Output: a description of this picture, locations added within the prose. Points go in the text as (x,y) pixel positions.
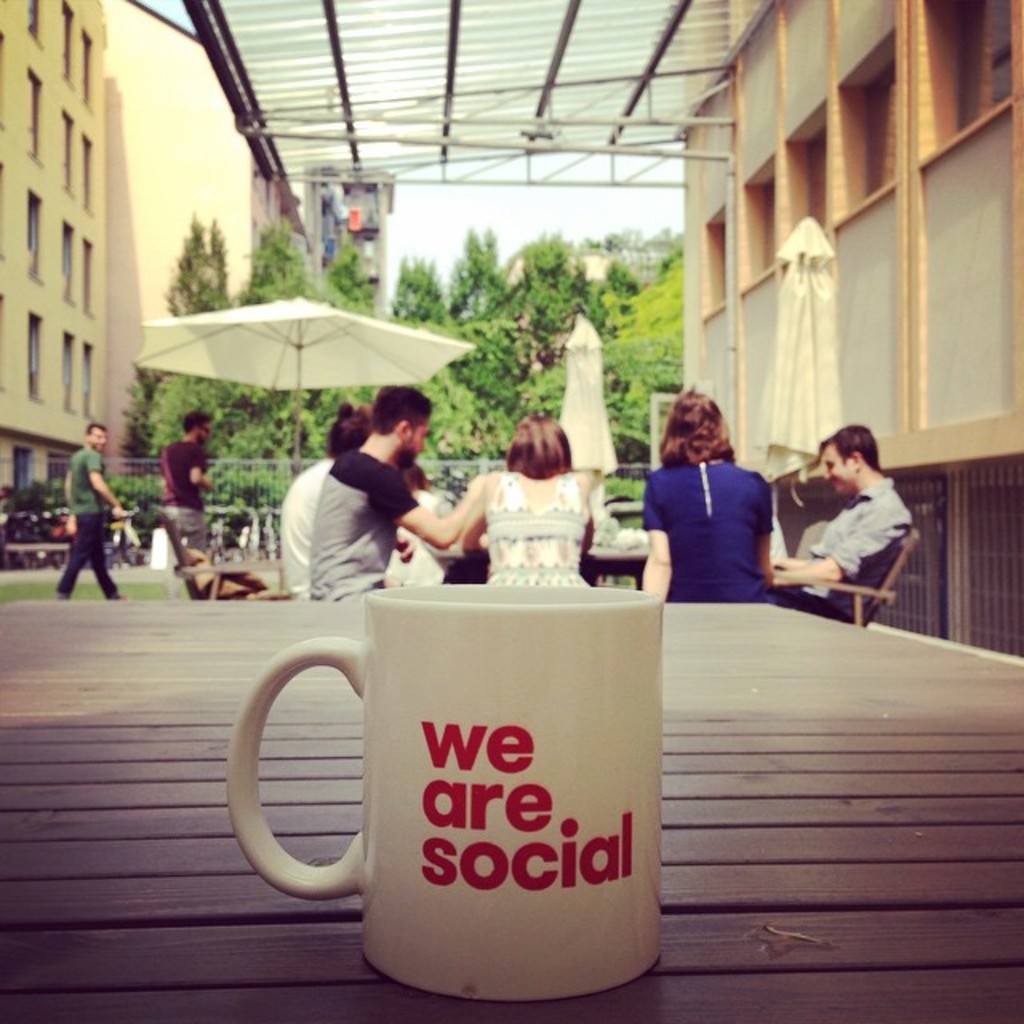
On this table (683,787) there is a cup (585,753). Far there are trees (184,296). This is umbrella (304,344). We can able to see buildings (247,250). These persons (492,547) are sitting on a chair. These persons (186,536) are walking, as there is a leg movement.
